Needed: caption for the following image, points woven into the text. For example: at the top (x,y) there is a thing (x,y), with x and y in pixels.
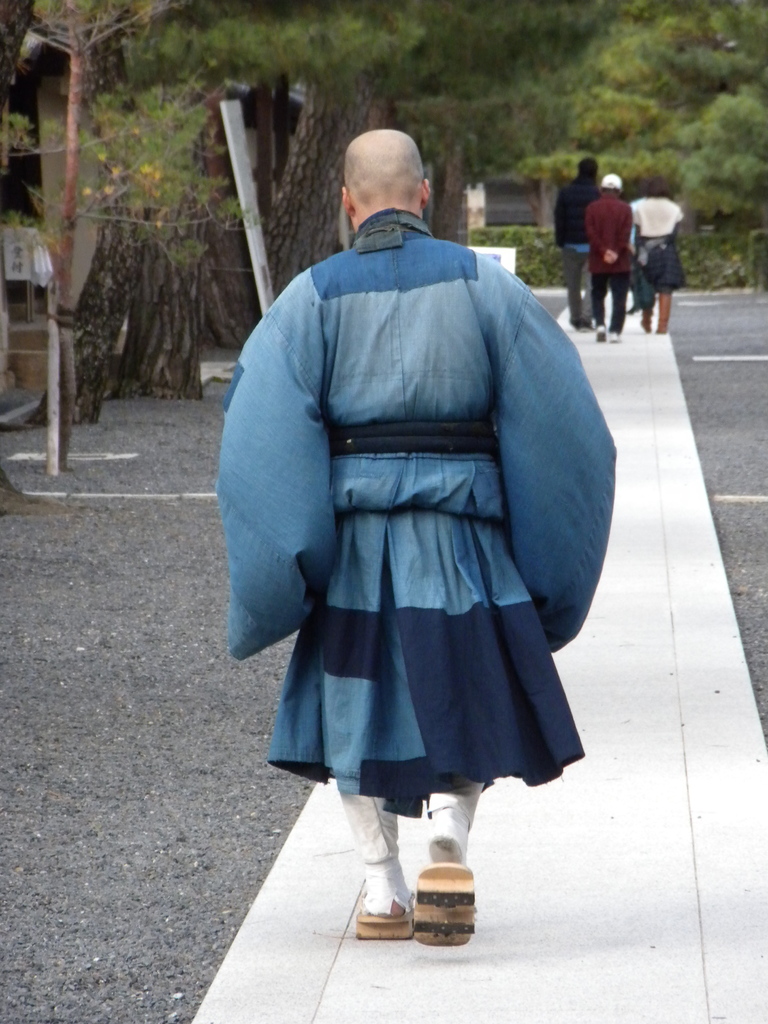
In this image there are few persons (402,435) walking on the road (604,598). At the background (462,43) there are trees (305,115).
